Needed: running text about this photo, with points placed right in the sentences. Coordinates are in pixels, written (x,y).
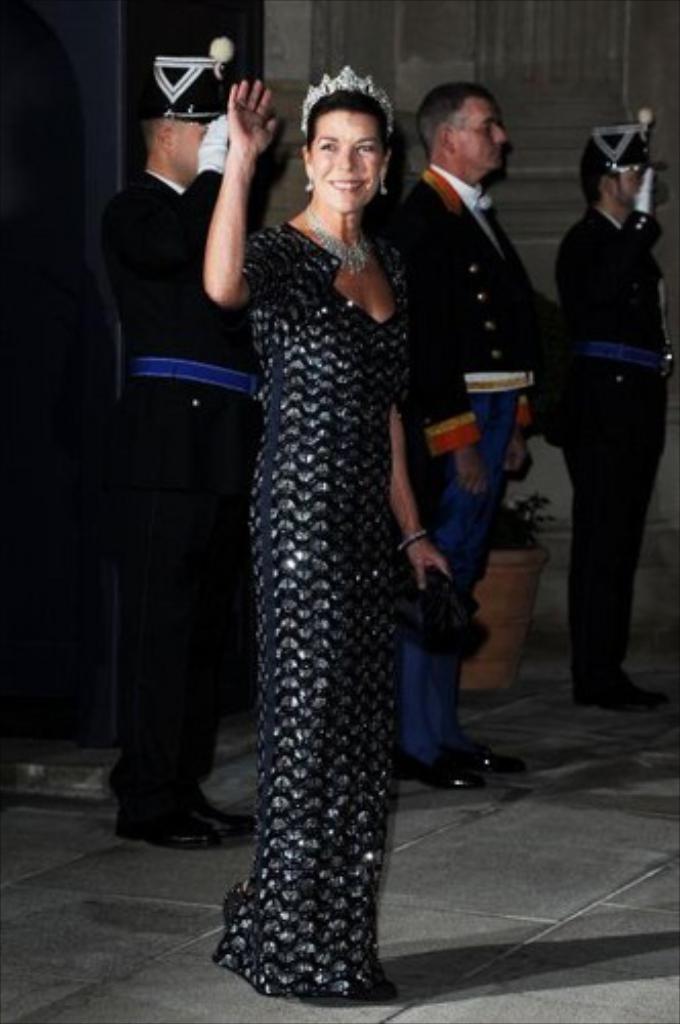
In this image we can see few people (325,257) standing on the floor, a woman (372,586) is holding an object (438,596), behind her there are few people (187,220) wearing uniform (433,416) and there is a potted plant (507,556) and a wall (514,198) in the background (502,184).
